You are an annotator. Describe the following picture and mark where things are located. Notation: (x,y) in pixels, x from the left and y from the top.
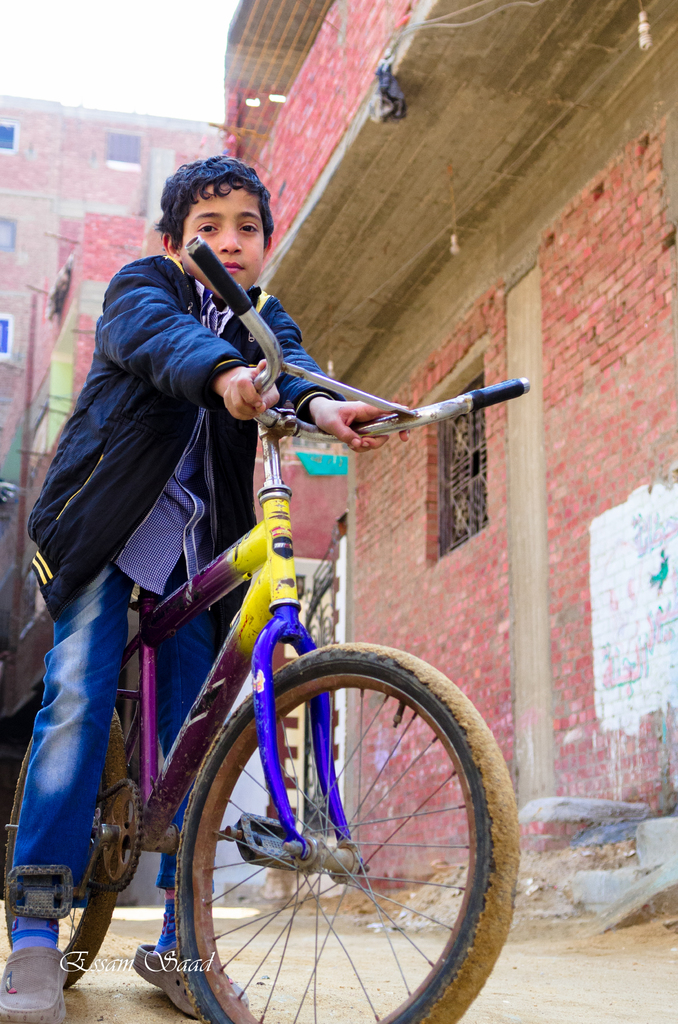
In this picture we can see boy (238,398) wore jacket (133,410) holding cycle (185,612) with his hand (331,410) and in the background (45,237) we can see building (496,197) with bricks (142,143) and windows (119,143).
